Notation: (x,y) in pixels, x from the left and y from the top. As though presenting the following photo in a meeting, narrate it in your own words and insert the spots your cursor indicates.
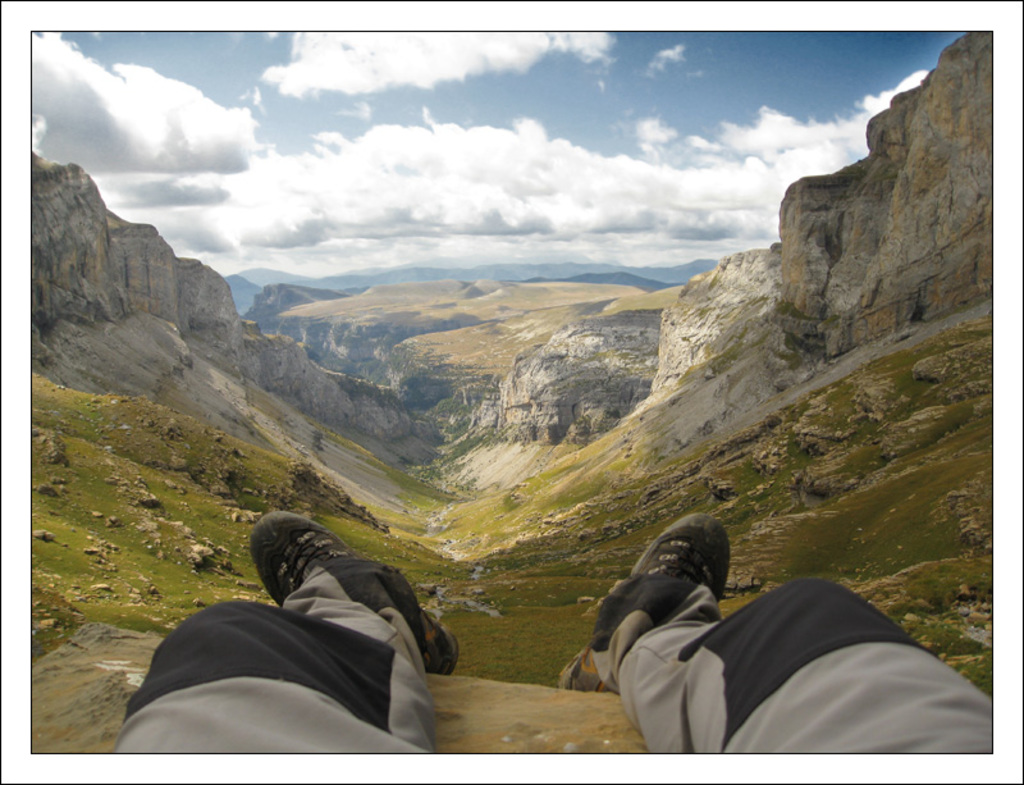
In this image we can see a person's legs (418,686) who wore shoes (699,562) which are of black color and in the background of the image (362,370) there are some mountains (509,349) and cloudy sky (333,204).
